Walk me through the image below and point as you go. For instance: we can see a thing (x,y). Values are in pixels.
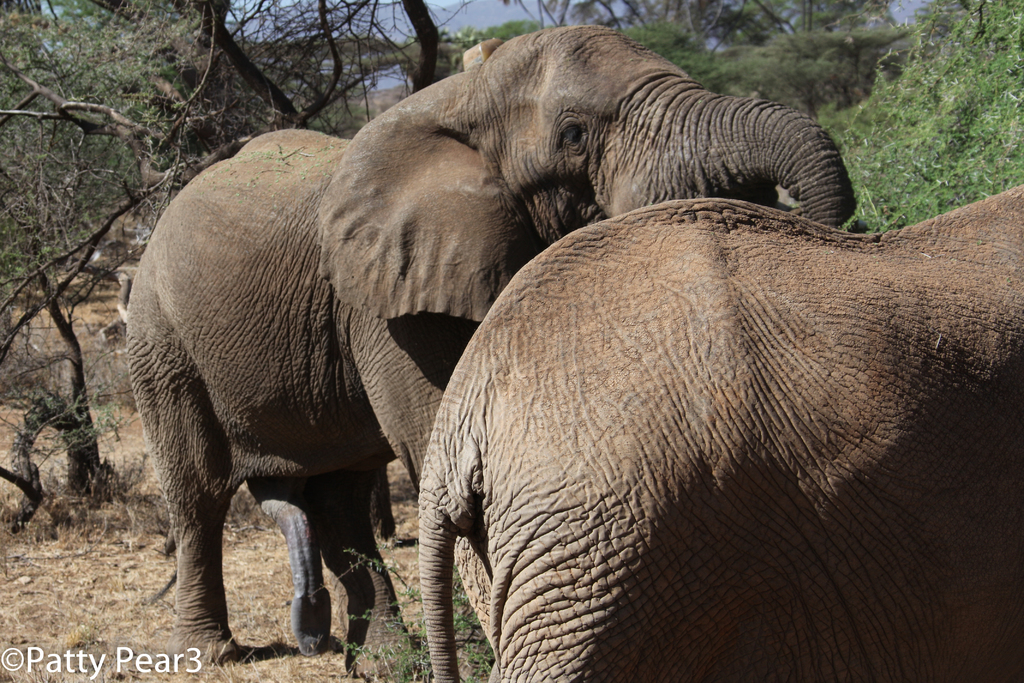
In the image we can see there are elephants (461,392) and trees (906,168). Here we can see dry grass (143,561) and the sky (534,1). On the bottom left (53,655) we can see the watermark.
